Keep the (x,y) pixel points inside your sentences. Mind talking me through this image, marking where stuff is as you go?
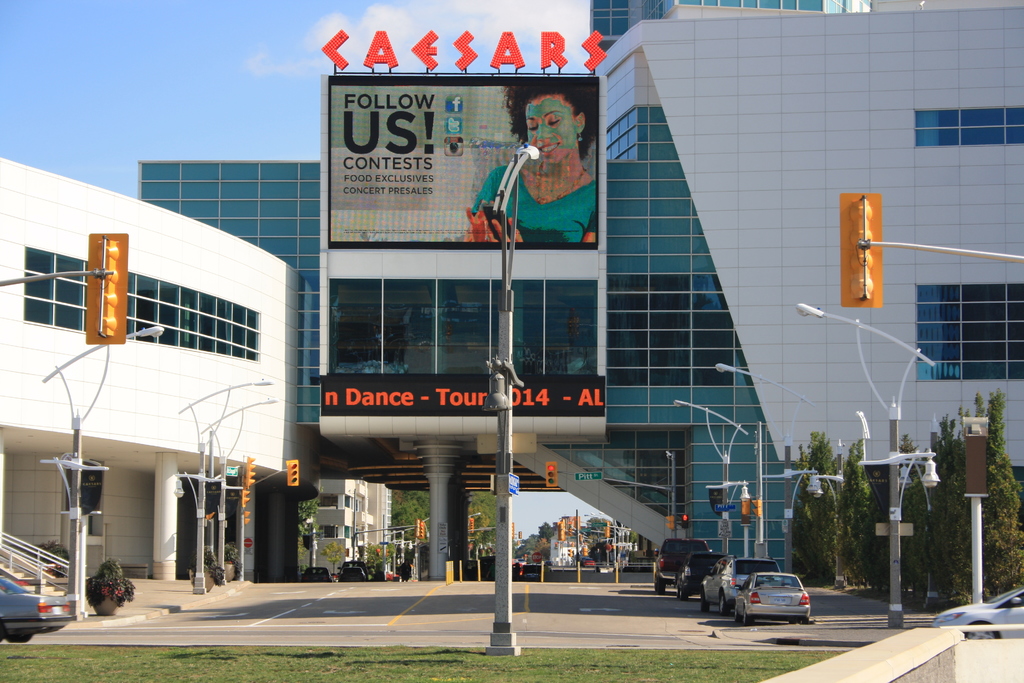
As we can see in the image there are buildings (928,165), street lamps (897,390), grass (210,681), banner (491,97), trees (950,523), cars (13,595), and sky (103,91).
